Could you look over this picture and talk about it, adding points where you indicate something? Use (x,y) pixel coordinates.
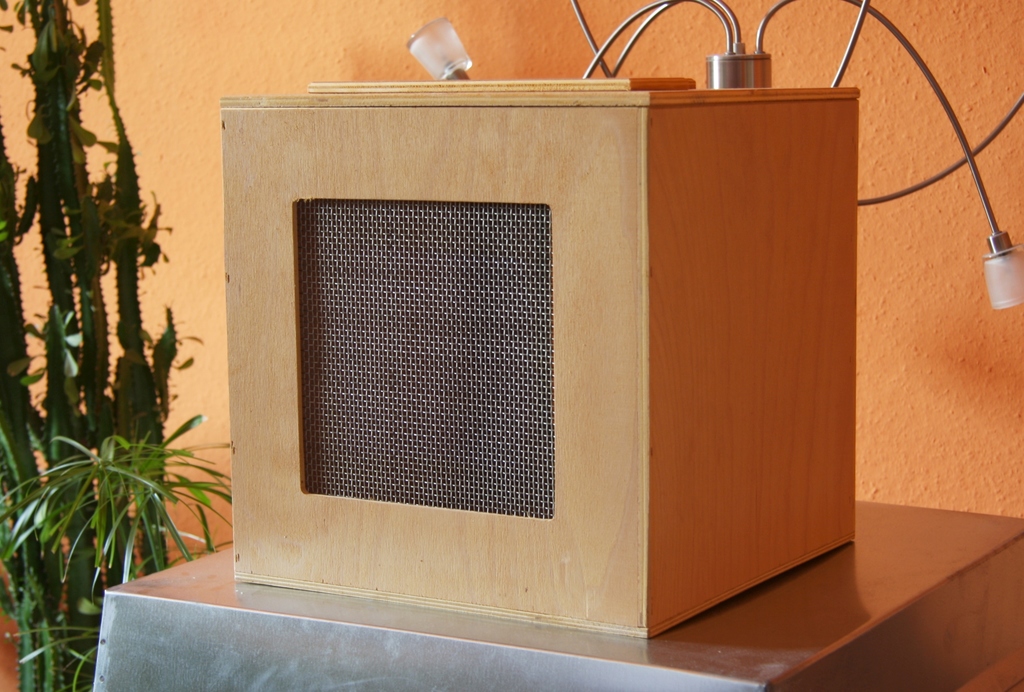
In this image we can see a box (499,300) placed on the table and plants (68,88).
